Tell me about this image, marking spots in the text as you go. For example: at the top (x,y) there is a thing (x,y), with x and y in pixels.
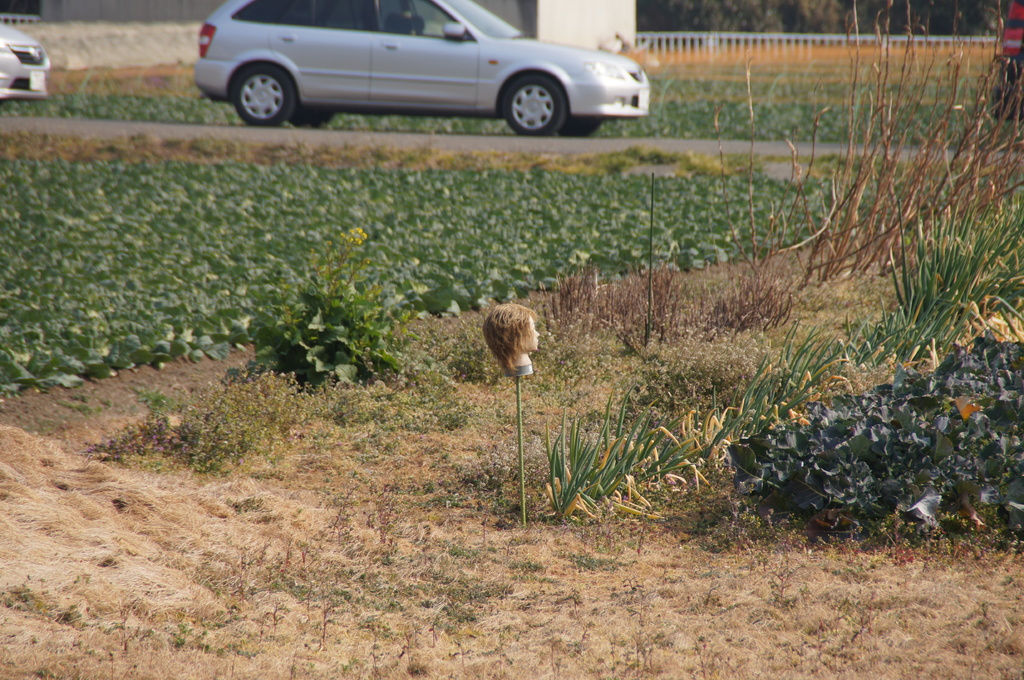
In this picture I can see a head (535,325) of the doll (521,332) to the stick (519,424), there is grass (526,557), plants (646,295), vehicles (579,90) on the road (828,147), and in the background (722,45) there are iron grills (914,38) and trees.
